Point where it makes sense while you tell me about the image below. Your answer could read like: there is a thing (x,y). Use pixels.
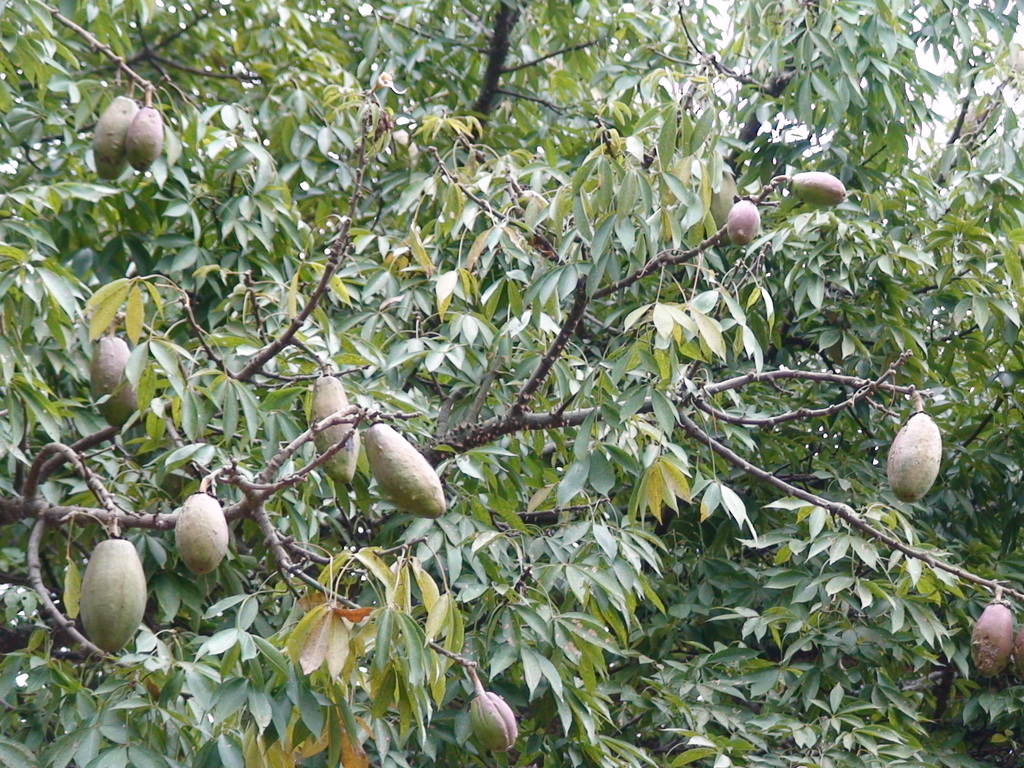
In this image I can see number of leaves (551,136), branches of trees (491,85) and number of fruits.
